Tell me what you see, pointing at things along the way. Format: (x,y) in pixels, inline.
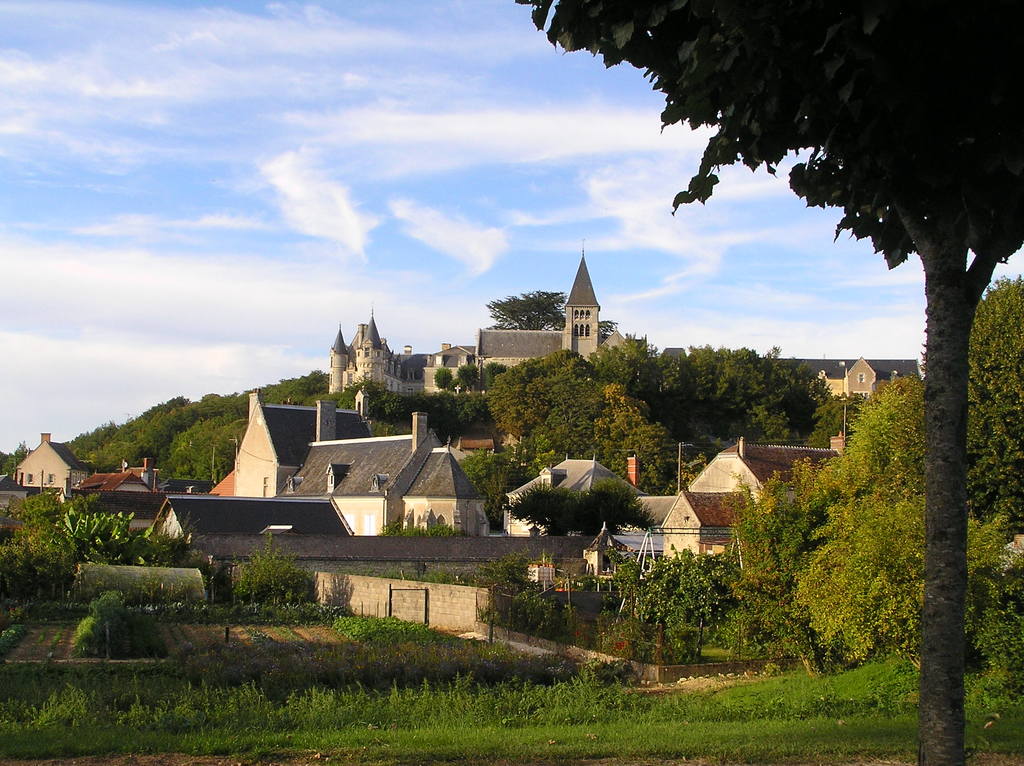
This is an outside view. On the right side (933,245) there is a tree (914,136). In the background (654,443), I can see many buildings (415,414) and trees (533,408). At the top of the image (257,86) I can see the sky (189,275) and clouds (196,285). At the bottom (477,730), I can see the grass (491,730) on the ground (490,721).
